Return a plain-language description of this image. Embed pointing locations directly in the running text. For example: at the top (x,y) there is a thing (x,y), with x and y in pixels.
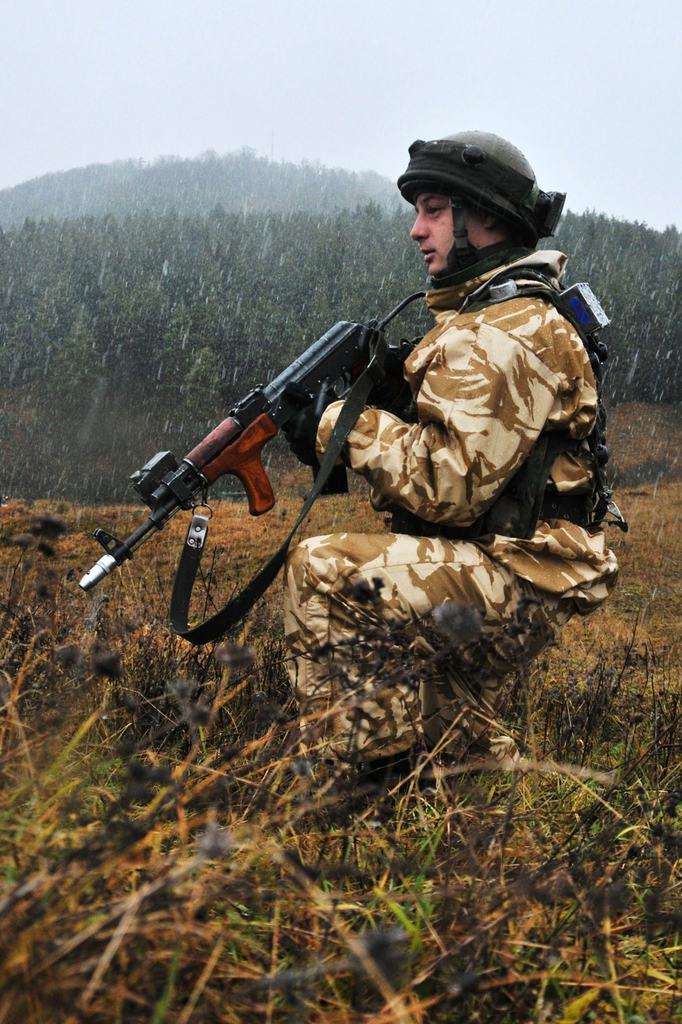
In this picture I can observe a person (434,438) wearing cream color dress (419,463) and a helmet (476,189) on his head (502,208). He is holding a gun (215,440) in his hands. There is some grass (150,727) on the land (296,876). It is raining. In the background (110,250) there are trees (178,185) and a sky (249,87).
